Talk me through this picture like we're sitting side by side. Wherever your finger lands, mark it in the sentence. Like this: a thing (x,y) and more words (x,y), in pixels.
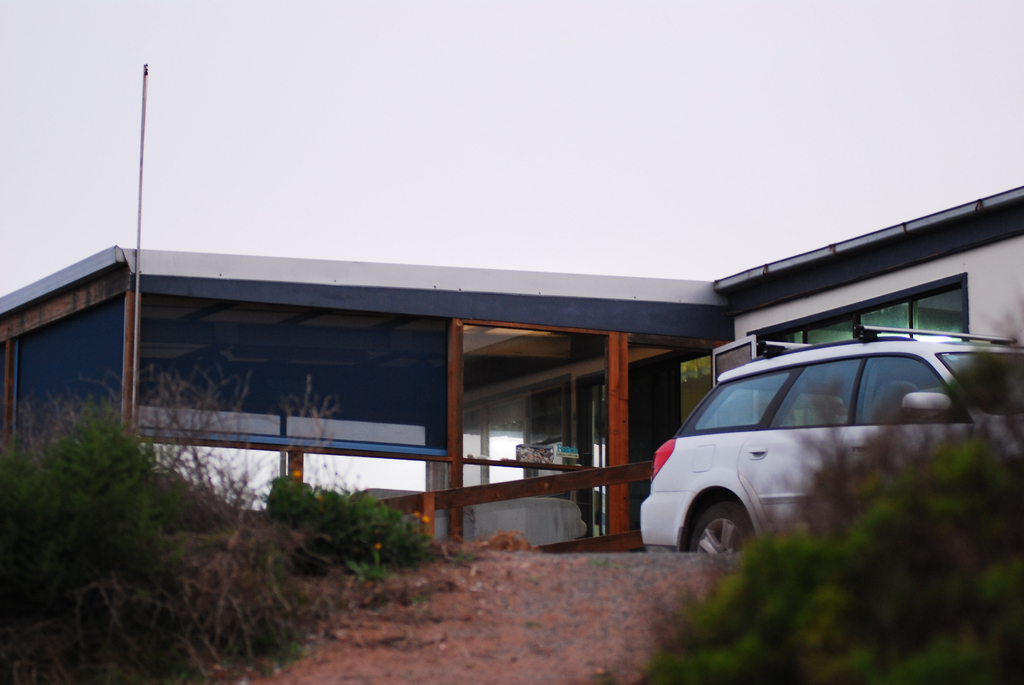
In this image I can see bushes (295,630), a white colour vehicle (680,490) and a building (511,398).
